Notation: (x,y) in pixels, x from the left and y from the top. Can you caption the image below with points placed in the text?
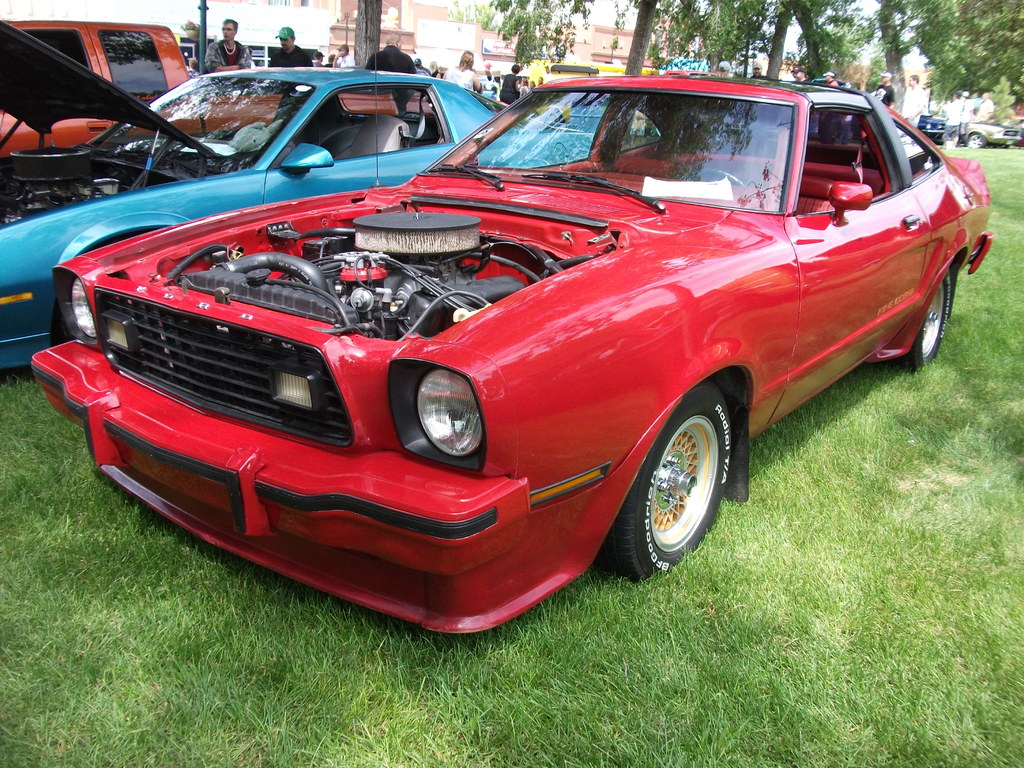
In the image we can see there are many vehicles (551,301), this is a grass (826,628), tree (847,20) and a building (452,24). We can see there are even many people (881,87) wearing clothes (287,58), this person (287,42) is wearing a cap (290,30), these are the headlights (80,301) of the vehicle (112,313).
